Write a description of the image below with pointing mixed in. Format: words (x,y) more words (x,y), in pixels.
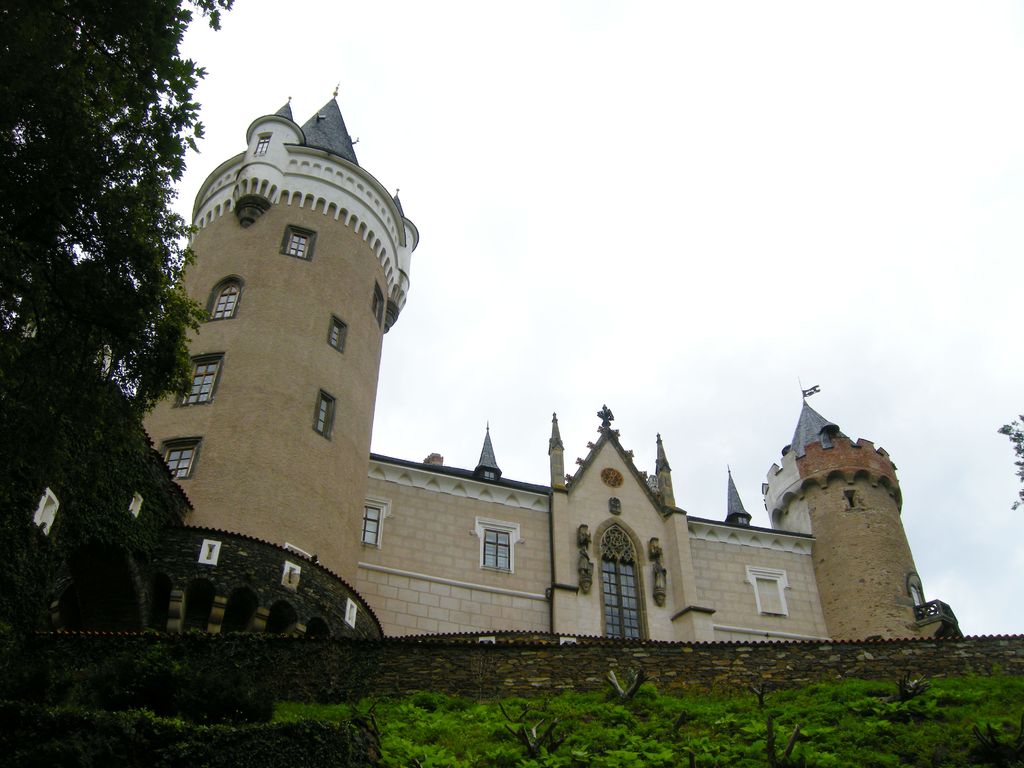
Here we can see a building (377,540), windows (352,603), and trees (122,70). In the background (772,272) there is sky (738,264).
